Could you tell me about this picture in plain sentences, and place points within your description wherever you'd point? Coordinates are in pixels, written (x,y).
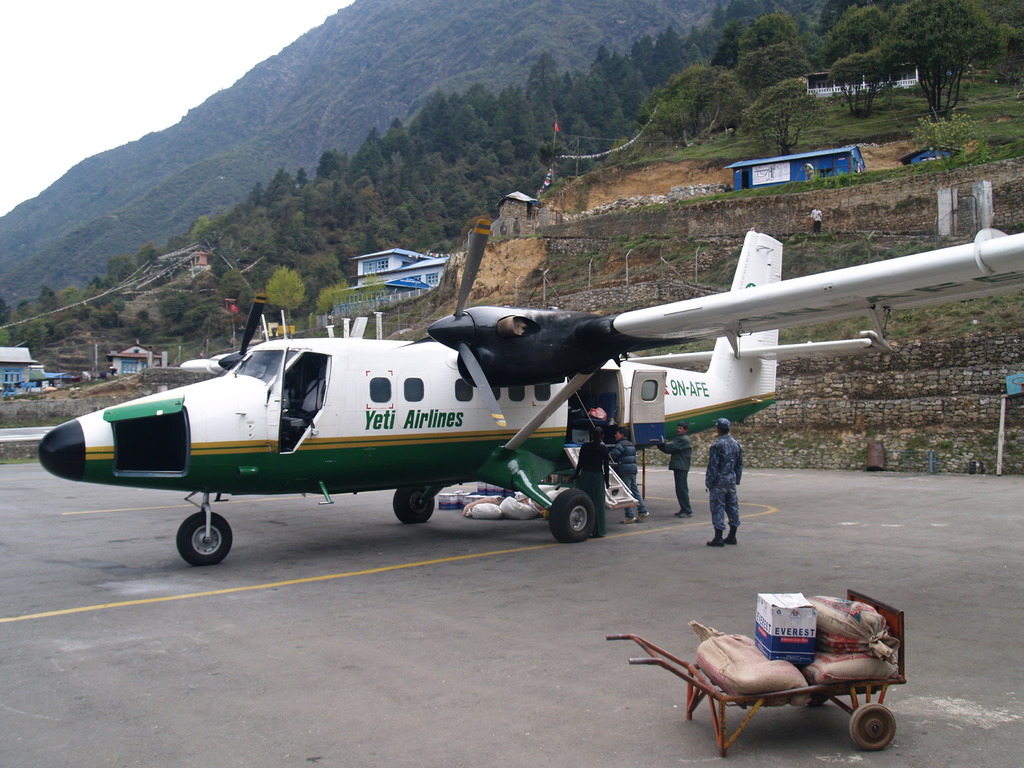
In this image, we can see an aircraft (506,463) on the road (486,586). Here there is a cart (723,697) with bags (823,666) and box (779,633). Background (584,58) we can see so many trees (330,307), houses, mountain (419,57) and sky (144,35). Here we can see few people (628,463).
